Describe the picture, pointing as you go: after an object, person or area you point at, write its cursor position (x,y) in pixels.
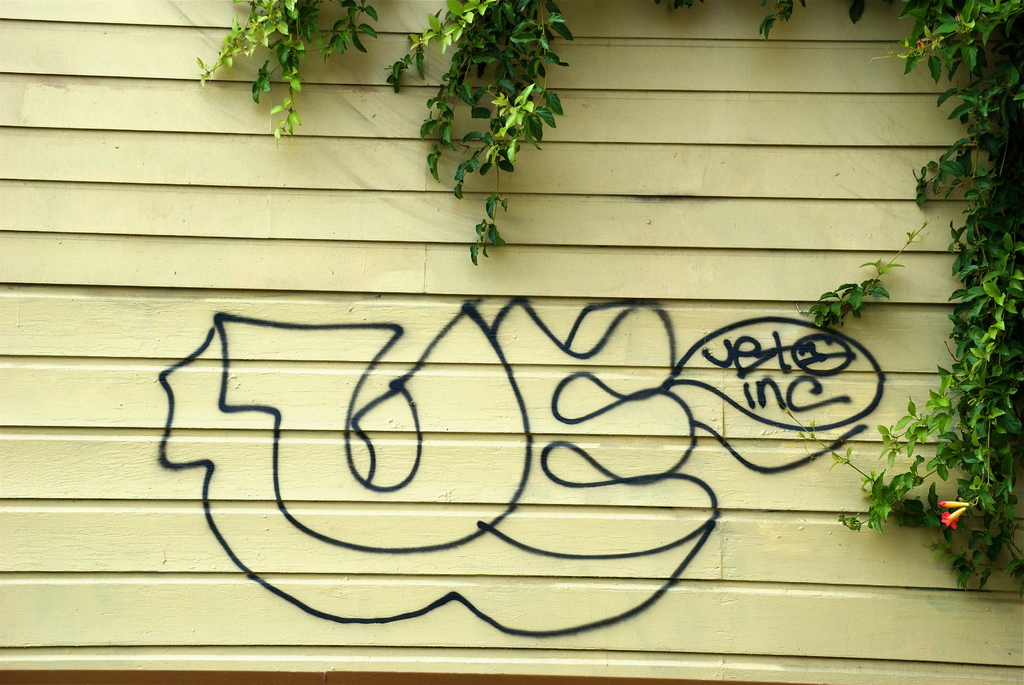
Graffiti (271,408) is on the wall (472,408). At the top of the image (539,95) and on the right side of the image (981,124) we can see green leaves (986,104).
